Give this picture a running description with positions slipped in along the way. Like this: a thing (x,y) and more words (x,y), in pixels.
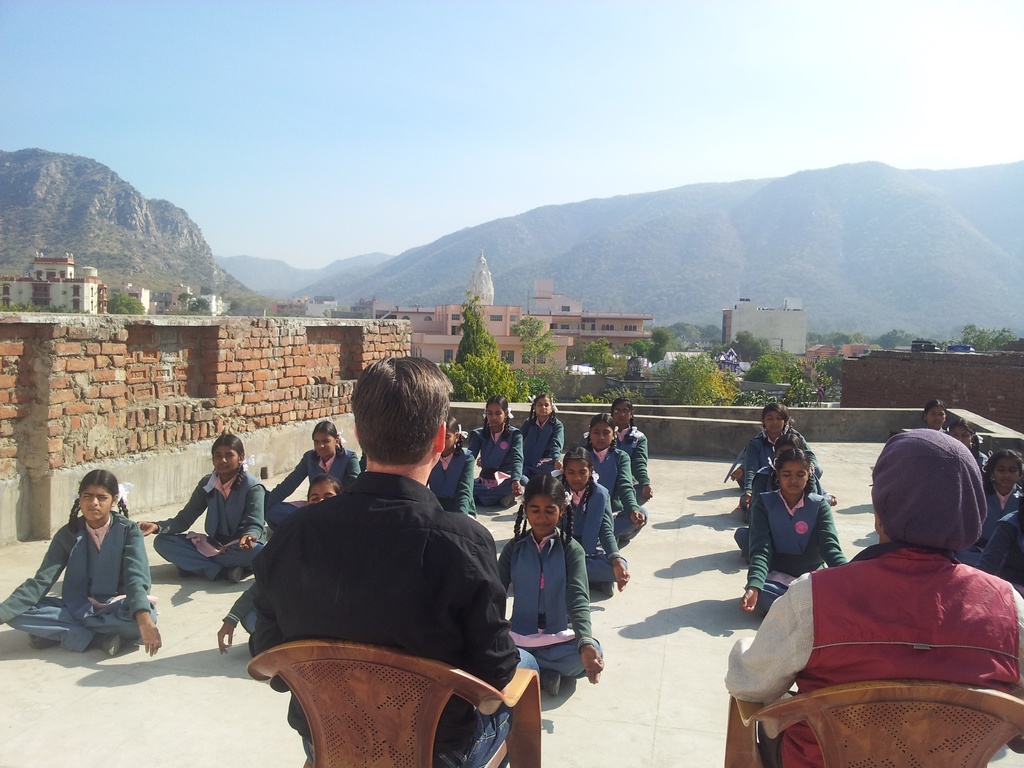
In this image we can see a few people (551,494) sitting and doing meditation, in front of them, we can see a two persons (845,644) sitting on the chairs (261,670), there are some buildings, trees (465,396) and mountains (579,236), in the background (720,149) we can see the sky (921,36).
